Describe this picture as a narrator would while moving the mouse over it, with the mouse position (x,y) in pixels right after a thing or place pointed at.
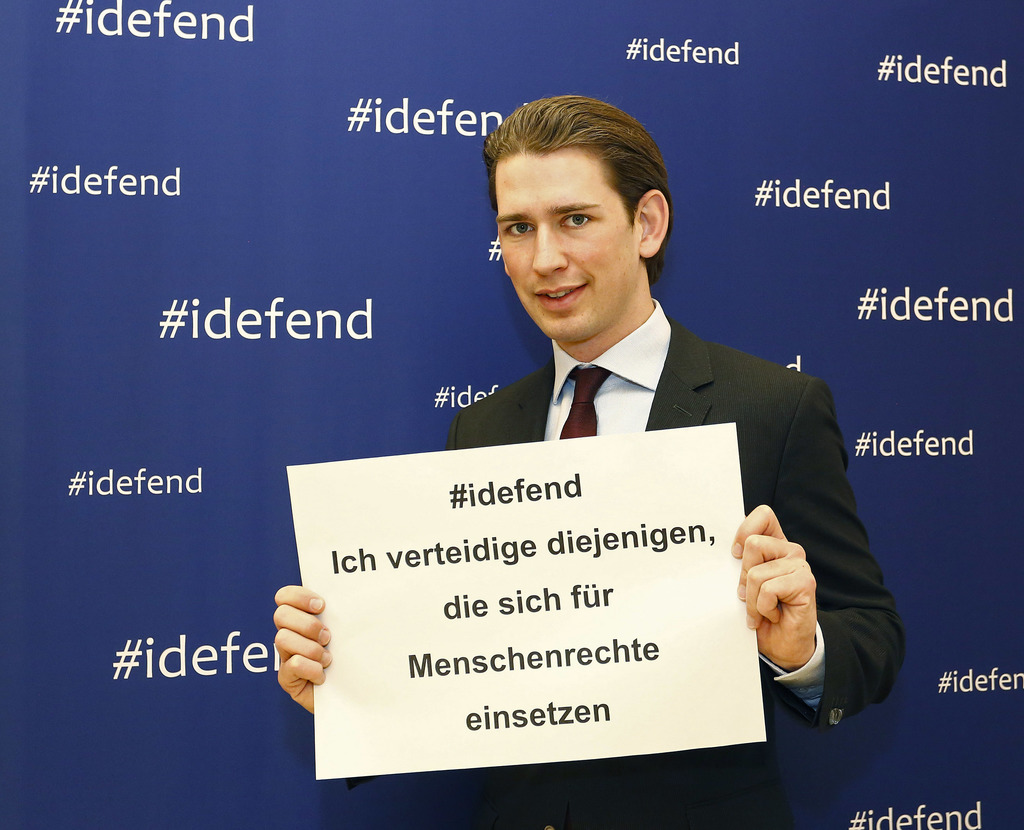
This picture consists of person (646,345) holding a notice paper (598,521), on the paper (551,607) there is a text (485,496) and in the background (400,66) I can see a board (283,184), on the board (229,230) i can see a blue color and text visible on it.
